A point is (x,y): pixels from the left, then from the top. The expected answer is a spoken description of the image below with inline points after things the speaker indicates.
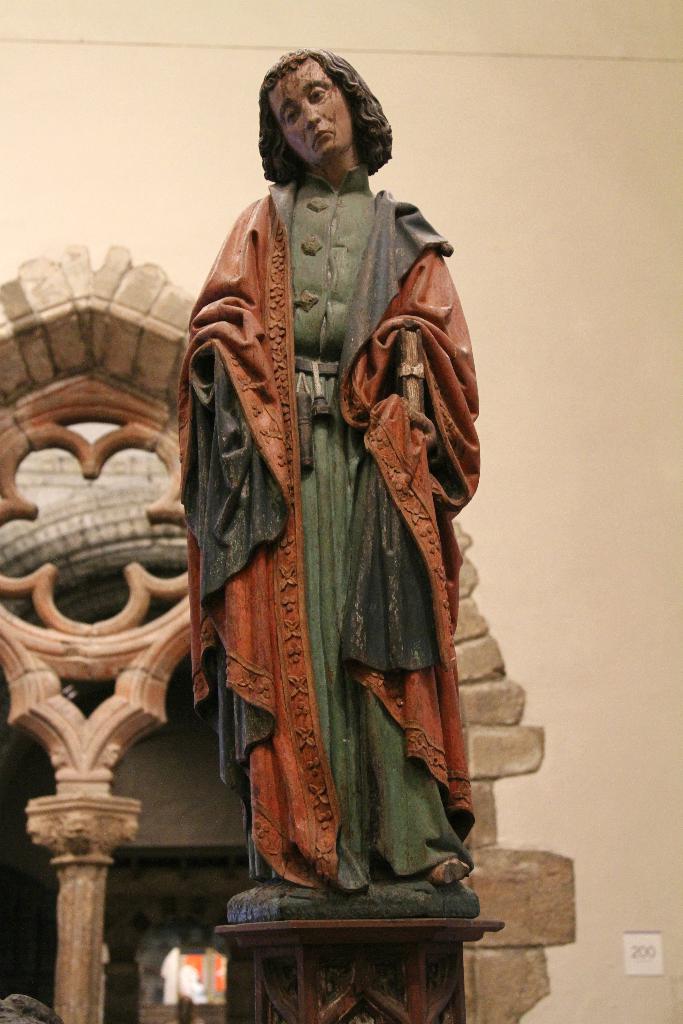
In this image we can see a statue (412,618) is standing. Background of the image (196,266) one wall (574,242) is there with one pillar (90,849).
